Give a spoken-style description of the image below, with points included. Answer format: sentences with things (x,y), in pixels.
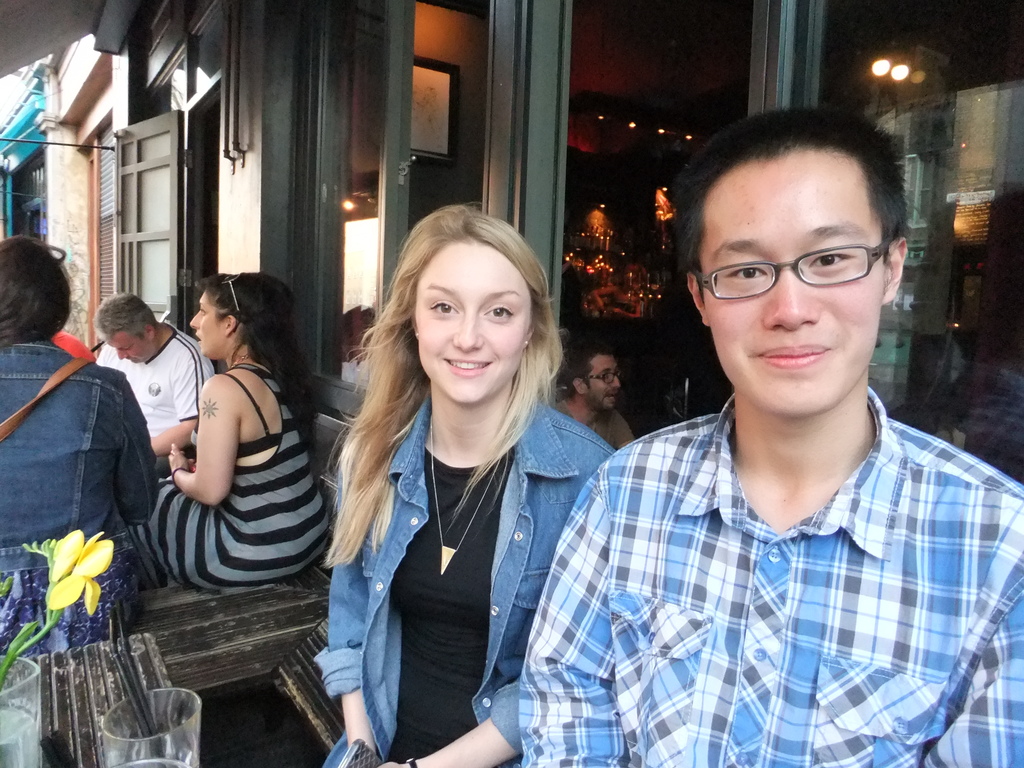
In this picture there is a flower vase (4,684) and glasses (111,737) on the table (96,679) in the bottom left side of the image (83,710) and there are people (530,390) on the right (735,557) and left side of the image (37,378), there are windows (711,117), other people (582,363), and lights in the background area of the image (470,137).
